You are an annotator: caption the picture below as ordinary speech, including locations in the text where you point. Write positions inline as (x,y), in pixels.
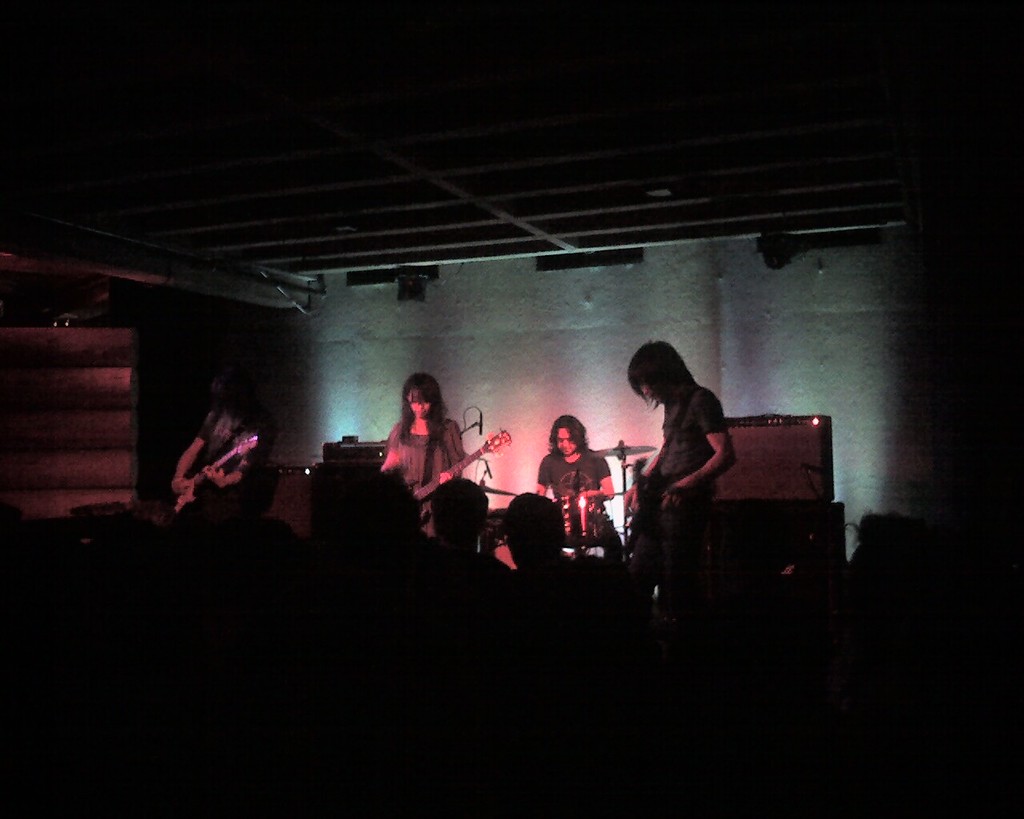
In this image I can see group of people (684,549) playing few musical instruments (578,543) and I can see few lights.
